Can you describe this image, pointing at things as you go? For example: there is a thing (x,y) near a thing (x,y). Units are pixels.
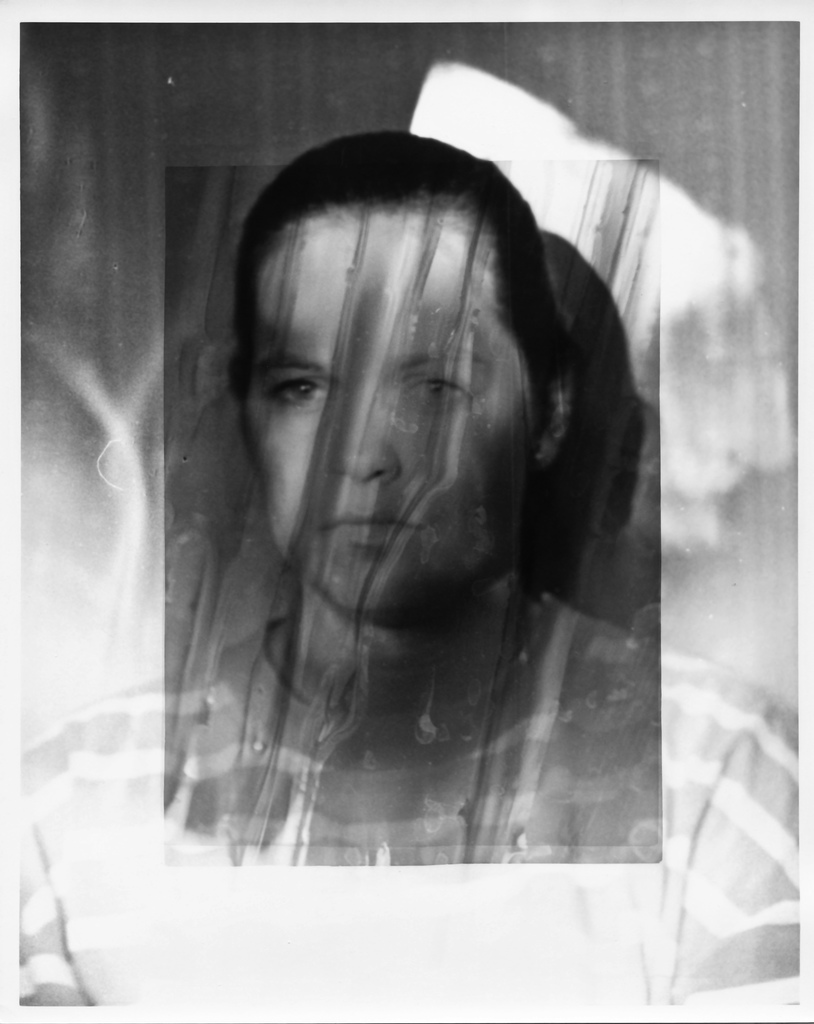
In the foreground of this black and white image, there is a woman (566,834).
